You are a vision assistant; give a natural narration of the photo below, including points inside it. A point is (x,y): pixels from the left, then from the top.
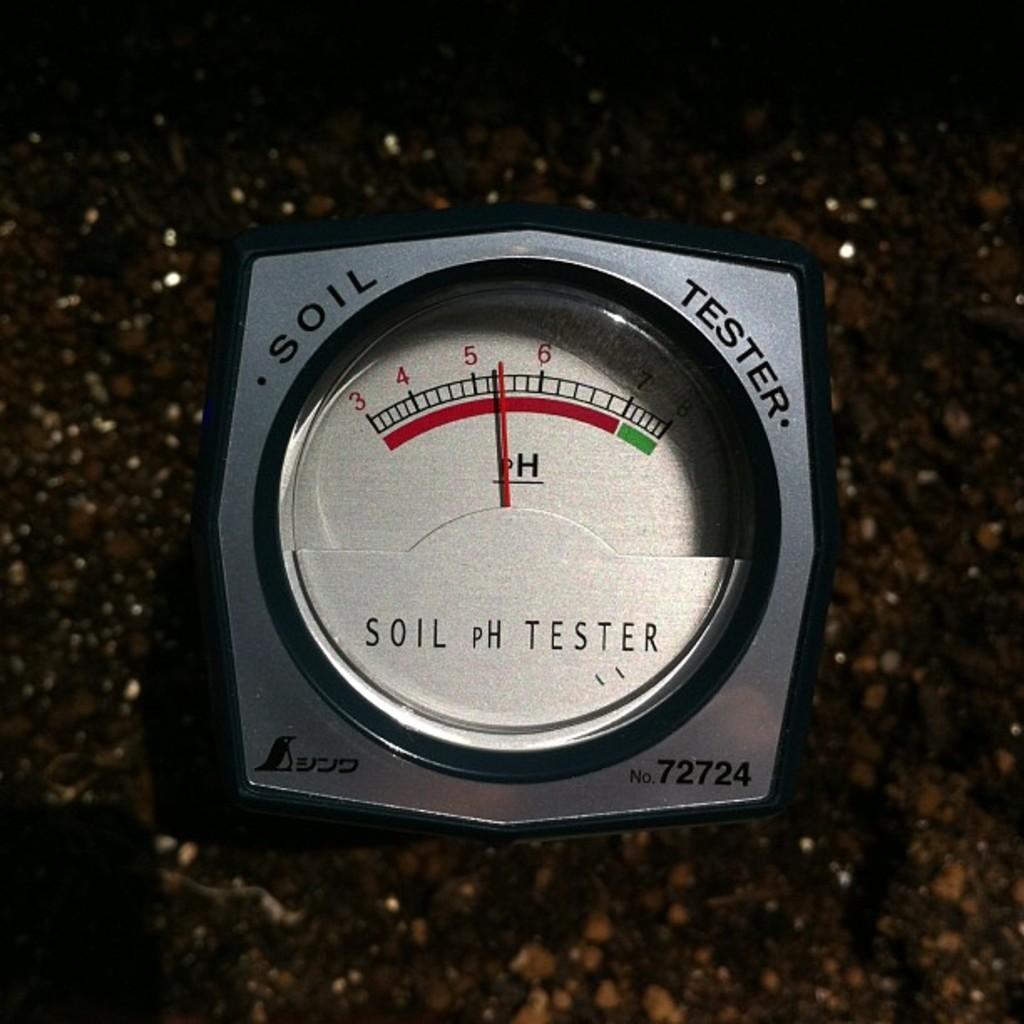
In this picture there is a soil tester machine (794,344). At the bottom (561,1020) we can see the floor (824,948).
